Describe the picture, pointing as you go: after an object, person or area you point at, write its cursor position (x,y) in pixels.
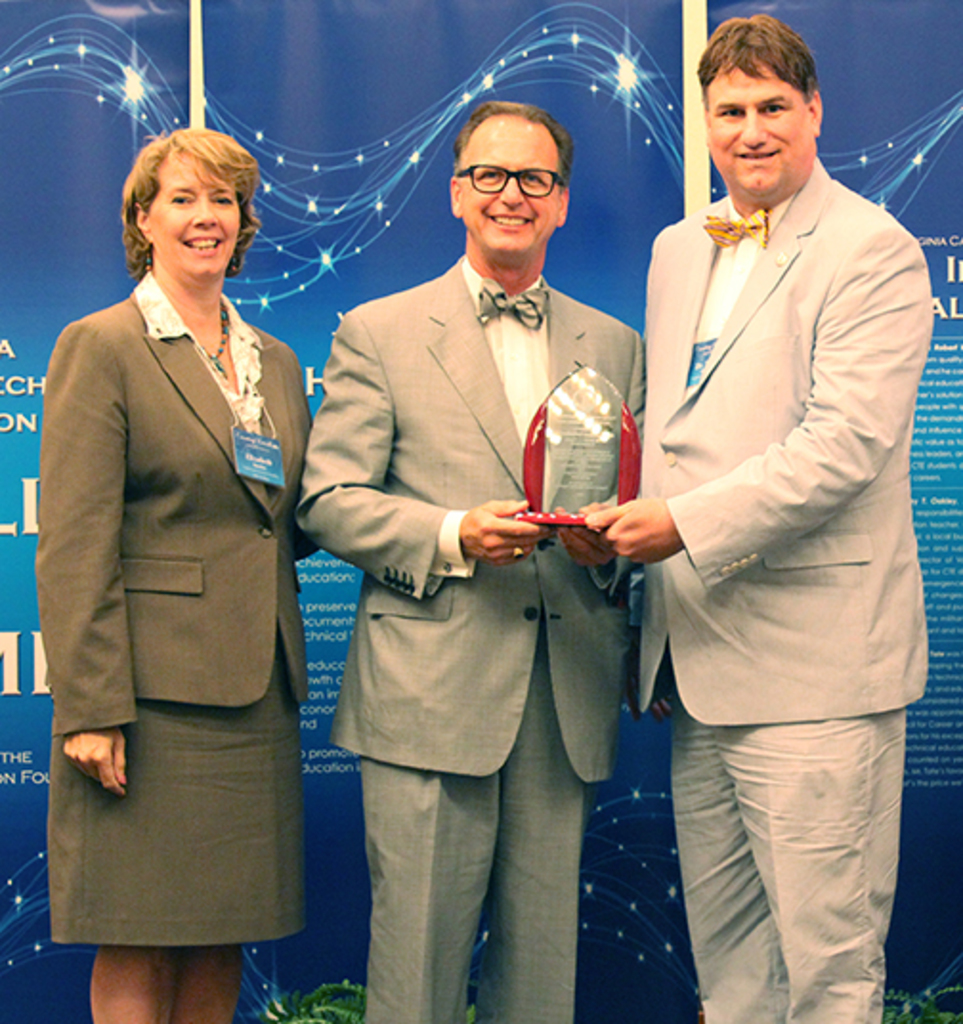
In this image I can see two men (466,569) wearing white shirts (529,362), blazers (639,374) and pants (542,858) are standing and holding an award (563,485) which is red in color in their hands (586,544) and I can see a woman (174,523) wearing blazer (146,510) and skirt (163,756) is standing beside them. In the background (279,265) I can see the banner (344,112) which is blue in color.
